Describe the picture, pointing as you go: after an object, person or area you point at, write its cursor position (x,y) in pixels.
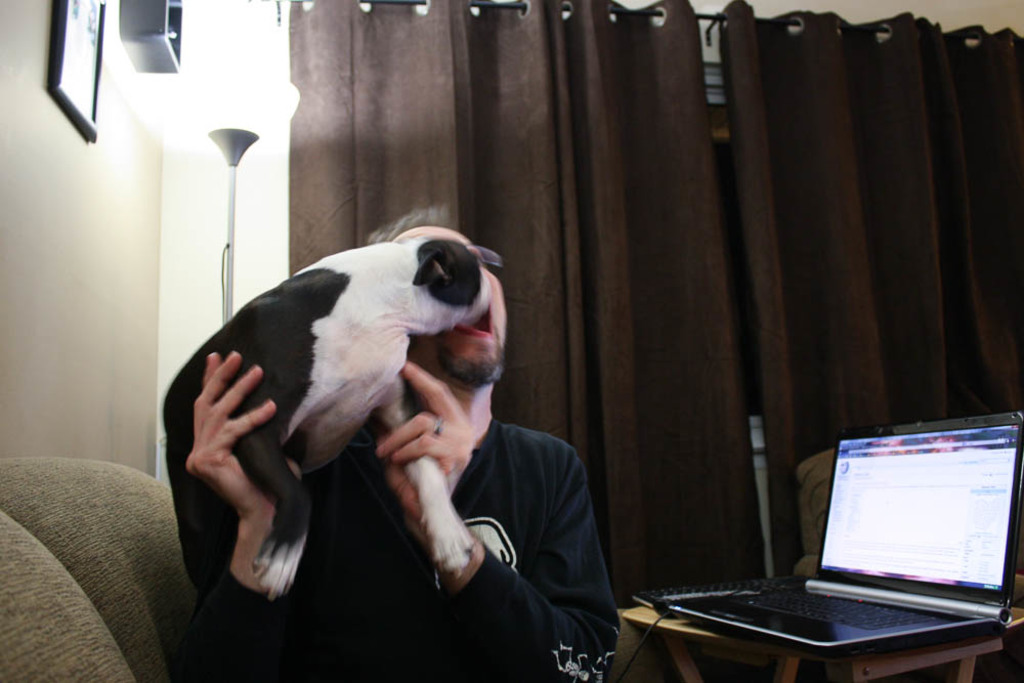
This man (464,577) wore black t-shirt (519,578) sitting on a couch (108,598) and playing with a animal (417,408), as we can see he is holding this animal (296,358). On this table (719,646) there is a laptop (809,629). A picture (66,51) is on wall (7,74). Backside of this couch (170,507) there is a lantern lamp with stand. This is curtain (789,274).
